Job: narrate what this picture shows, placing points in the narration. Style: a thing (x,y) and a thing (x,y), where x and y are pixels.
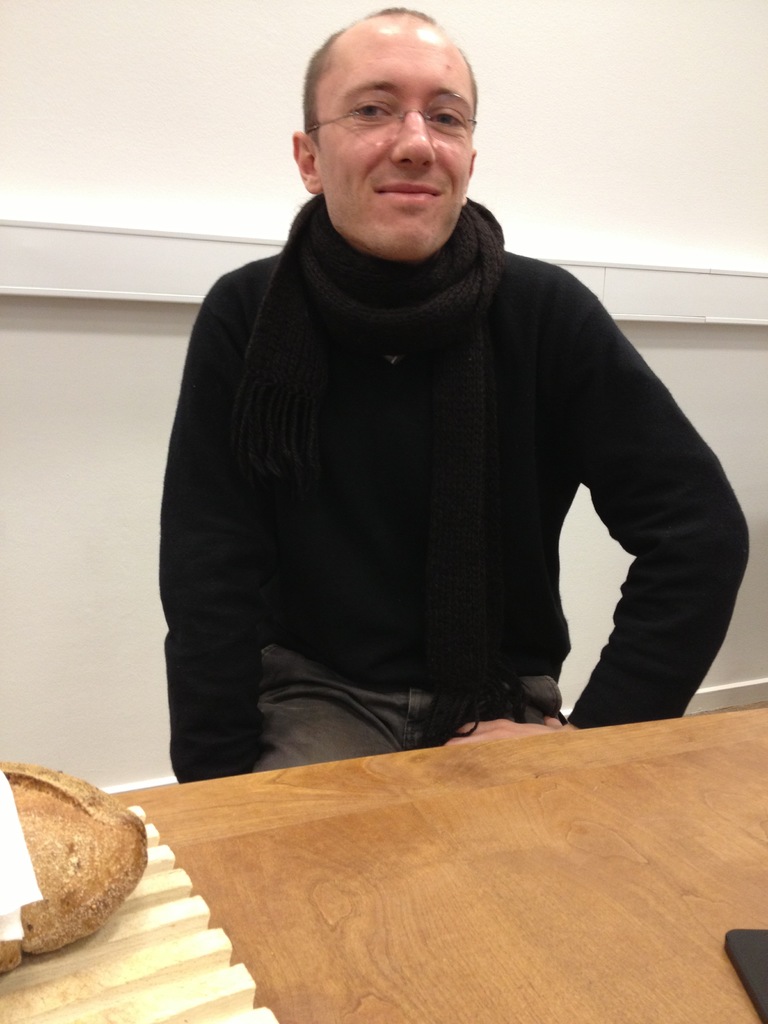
In this picture there is a man (432,382) who is wearing a black t-shirt (528,392) and grey jeans (353,735). He is smiling and wears an eye glass (440,106). There is a table (540,903) having some object (750,964) here. On the background (189,241) there is a wall (145,200).
